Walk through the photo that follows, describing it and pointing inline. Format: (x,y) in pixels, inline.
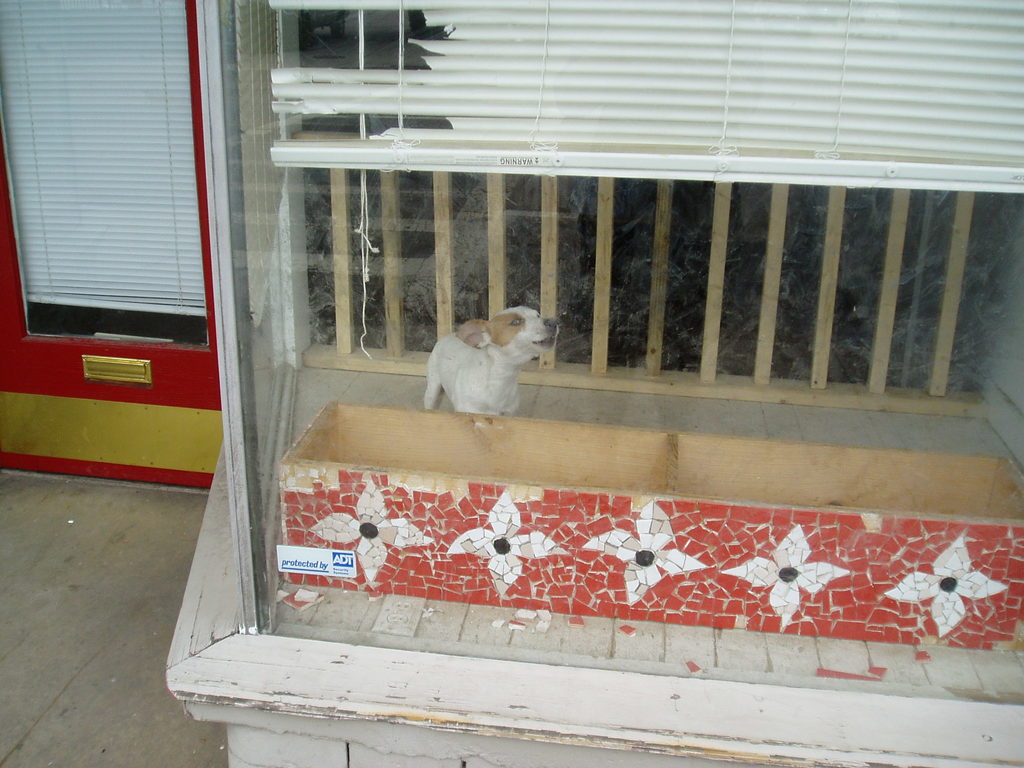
In this image I can see an animal (517,313) and the animal (452,378) is in white and cream color. In the background (550,190) I can see the wooden railing (729,378) and the window blind (616,46). In front (467,91) I can see the glass (856,280).
